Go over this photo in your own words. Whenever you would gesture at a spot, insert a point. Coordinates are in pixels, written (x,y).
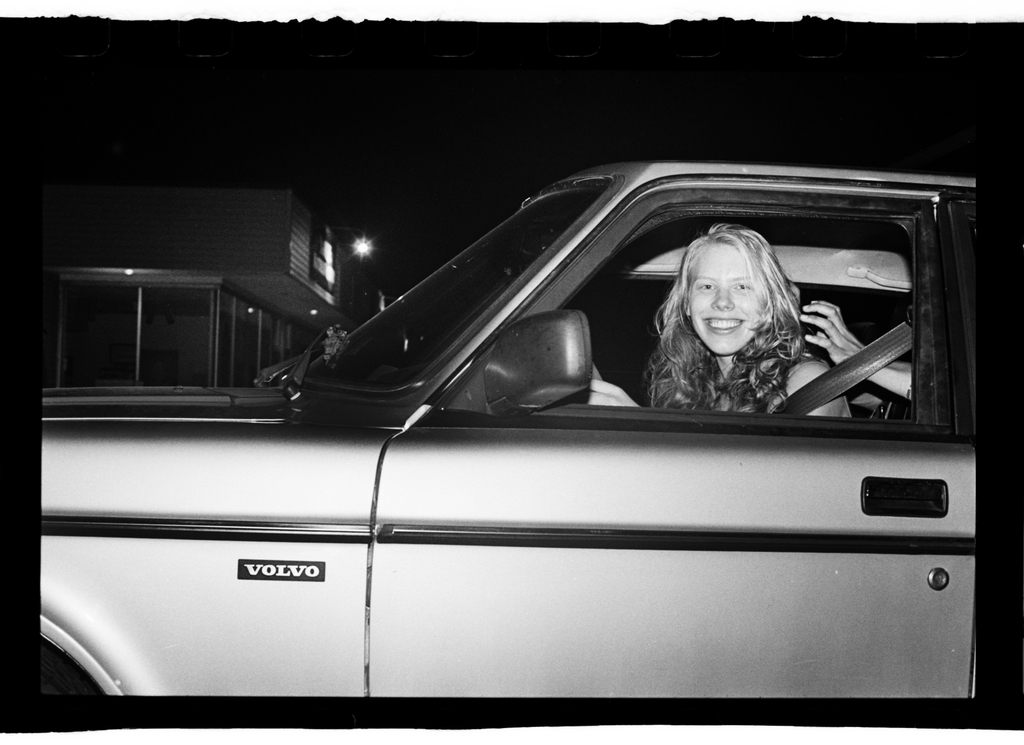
In this picture a woman (756,345) is sitting inside the car (610,505) having a smile on her face (734,330). Outside that there is a name (269,572) written as Volvo. In the background (244,259) there is a wall (292,254), light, windows (236,341) and building (231,302).
